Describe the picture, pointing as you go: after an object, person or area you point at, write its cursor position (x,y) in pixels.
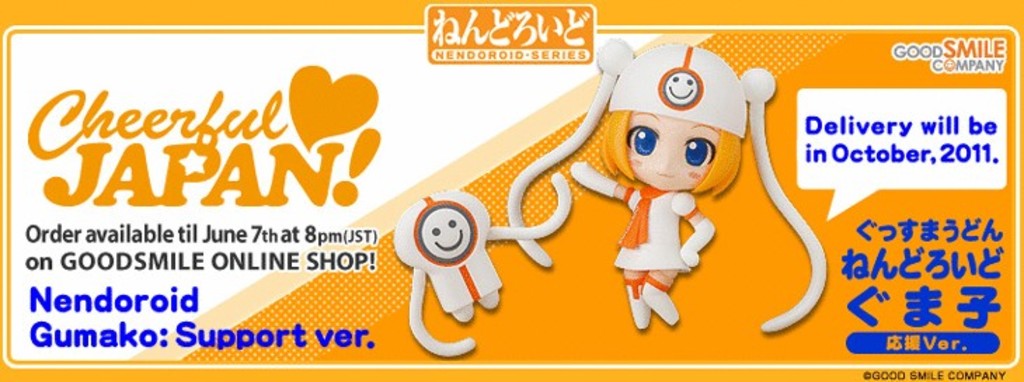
In the foreground of this poster, there is some text (946,147) and images of a girl (611,189) and a toy (462,267).
